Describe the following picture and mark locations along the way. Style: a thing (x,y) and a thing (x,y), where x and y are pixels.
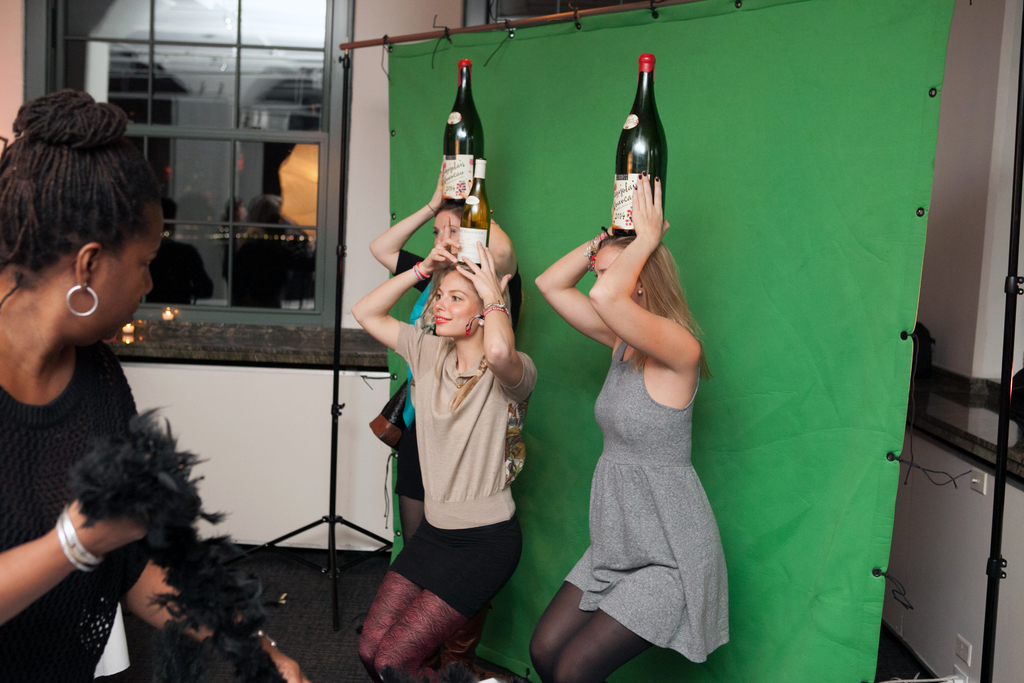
In this picture we can see three persons (435,630) standing on the floor (291,601). They are holding a bottle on their head (658,268). This is cloth (823,307). And here we can see a woman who is standing on the floor (226,556). This is glass (264,94) and there is a wall (376,196).
